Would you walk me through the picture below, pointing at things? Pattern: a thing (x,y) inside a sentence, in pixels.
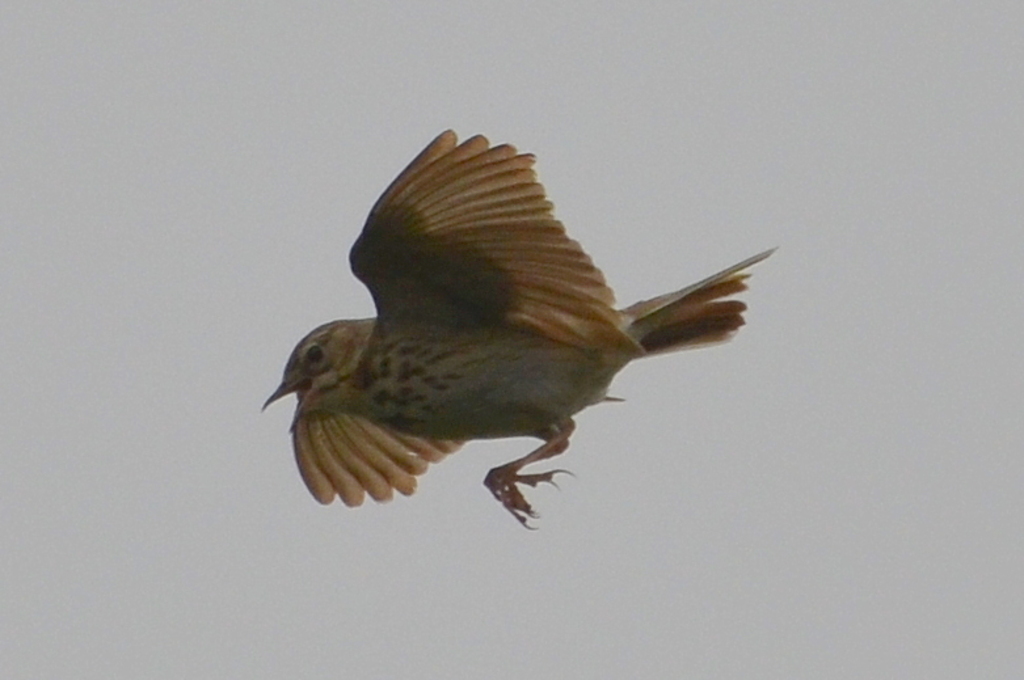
In the picture I can see a bird (478,416) is flying in the air (492,453). In the background (362,161) I can see the sky (278,363).
